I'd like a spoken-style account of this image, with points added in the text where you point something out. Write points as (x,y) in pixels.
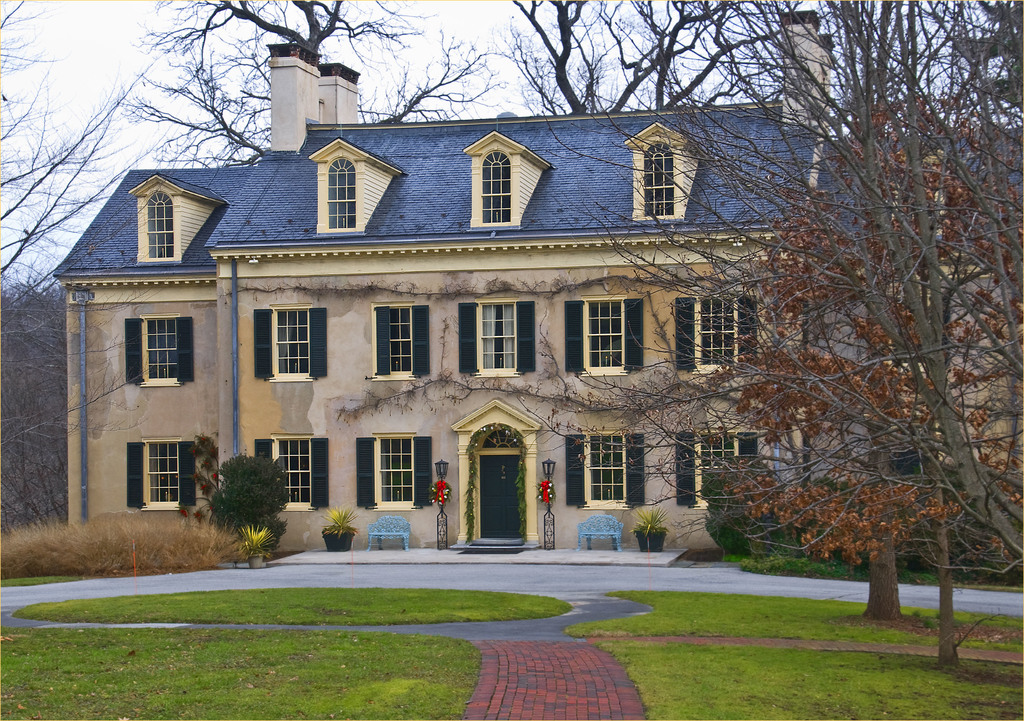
In this image I can see grass (221,599), plants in pots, trees (1002,134), a building (421,223), number of windows (392,329) and few blue colored benches (377,523).
